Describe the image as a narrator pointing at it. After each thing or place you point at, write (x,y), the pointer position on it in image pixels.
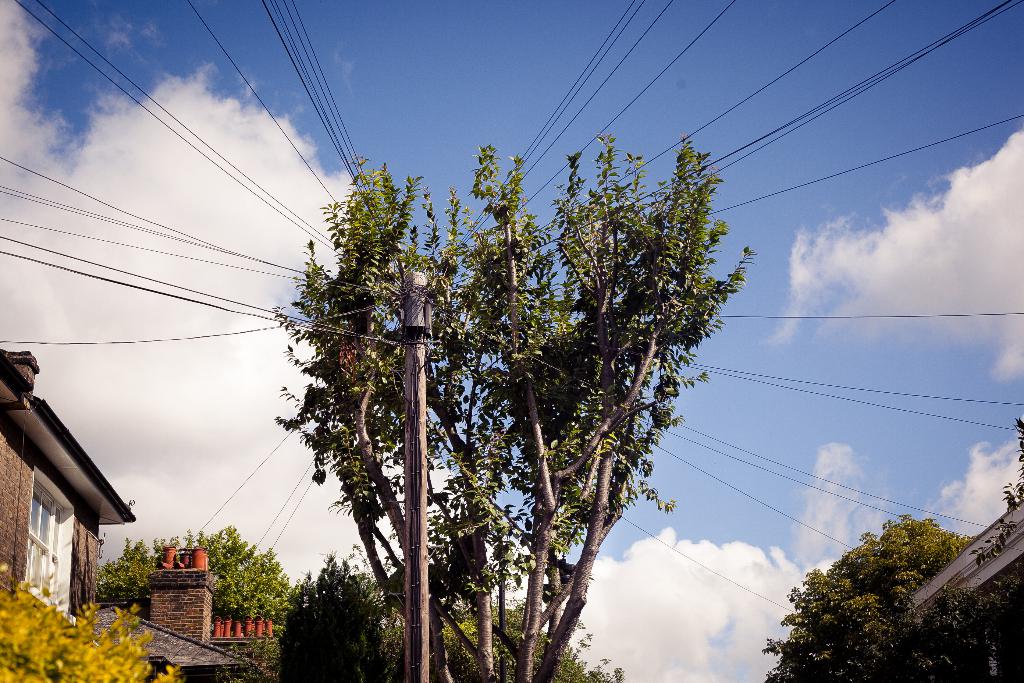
In the foreground (406,335) there is a pole (422,464) and there are a lot of wires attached to the pole (403,301), around the pole (410,491) there are trees (856,588) and houses (86,523).
